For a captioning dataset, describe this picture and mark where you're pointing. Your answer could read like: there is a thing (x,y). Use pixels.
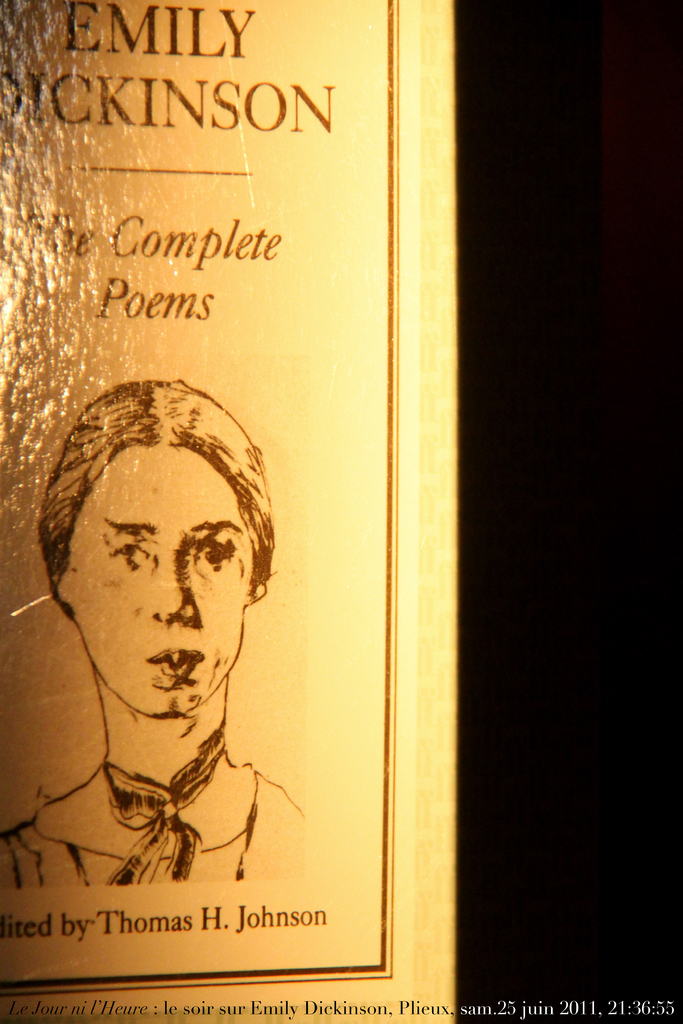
In the center of the image (323,534) we can see one poster (226,643). On the poster (257,697), we can see one person (108,831). And we can see some text (247,19) on the poster (233,306). In the bottom of the image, we can see some text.
